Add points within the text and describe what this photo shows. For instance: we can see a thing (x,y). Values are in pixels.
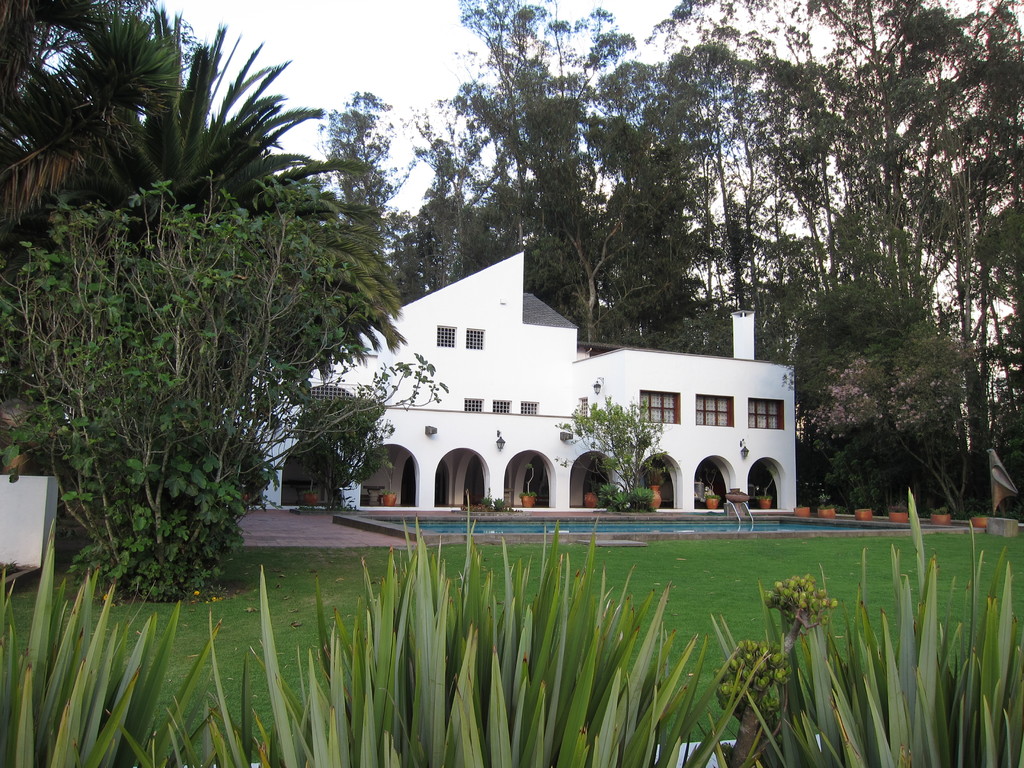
This image is taken outdoors. At the top of the image (335,34) there is the sky (362,33). At the bottom of the image (547,714) there are few plants (612,670). In the background (876,413) there are many trees (876,413) with leaves (212,222), stems (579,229) and branches (833,270). In the middle of the image (516,432) there is a house (412,441). There are a few plants (656,459) in the pots (715,503). There is a pool (558,533) with water (569,527). There is a ground (744,581) with grass (725,576) on it.
